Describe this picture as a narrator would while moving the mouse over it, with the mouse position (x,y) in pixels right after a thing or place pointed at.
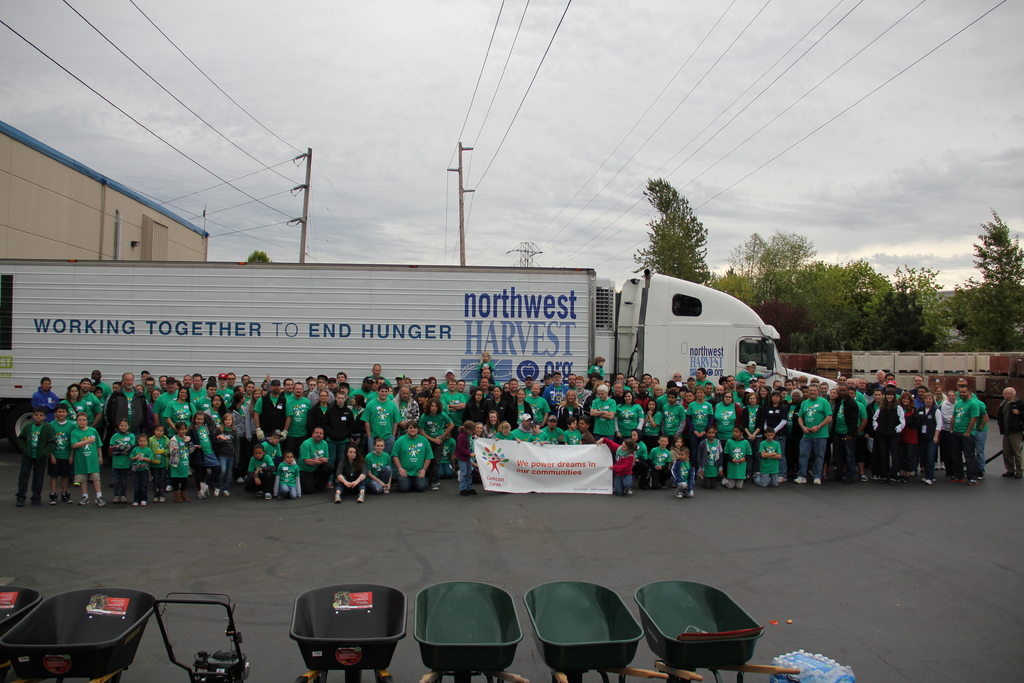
In this picture at the bottom (657,618) those look like the carts (468,643), in the middle (677,383) a group of people (423,383) are there and a banner (536,471) and also I can see a truck (526,340), on the right side (788,288) there are trees (788,288), on the left side (167,241) there is a building (167,253). At the top (698,132) there is the sky (708,112).
